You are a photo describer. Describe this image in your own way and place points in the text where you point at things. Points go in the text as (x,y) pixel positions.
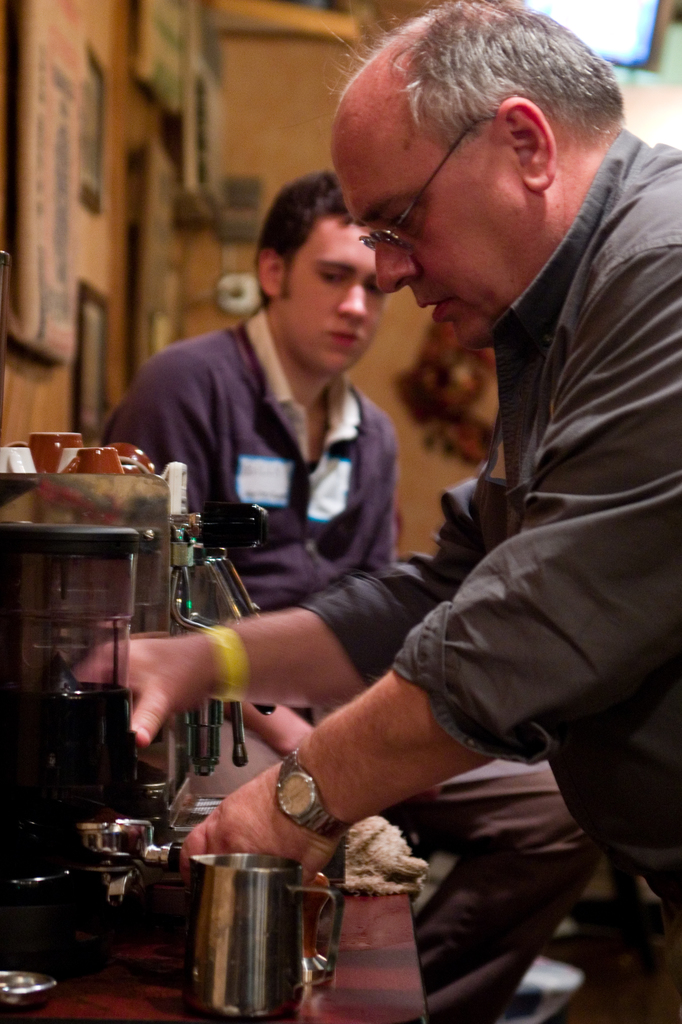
In this image there is a person (545,296) holding a portafilter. Before him there is a table (110,944) having coffee vending machine (116,613). There are cups (71,464) on the coffee vending machine (105,474). Bottom of the image (196,934) there is a jar (257,972) and few objects (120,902) on the table (120,983). There is a person (317,511) sitting on the chair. Few frames (154,153) are attached to the wall (314,134). Right top there is a light (638,20) attached to the wall (662,87).
